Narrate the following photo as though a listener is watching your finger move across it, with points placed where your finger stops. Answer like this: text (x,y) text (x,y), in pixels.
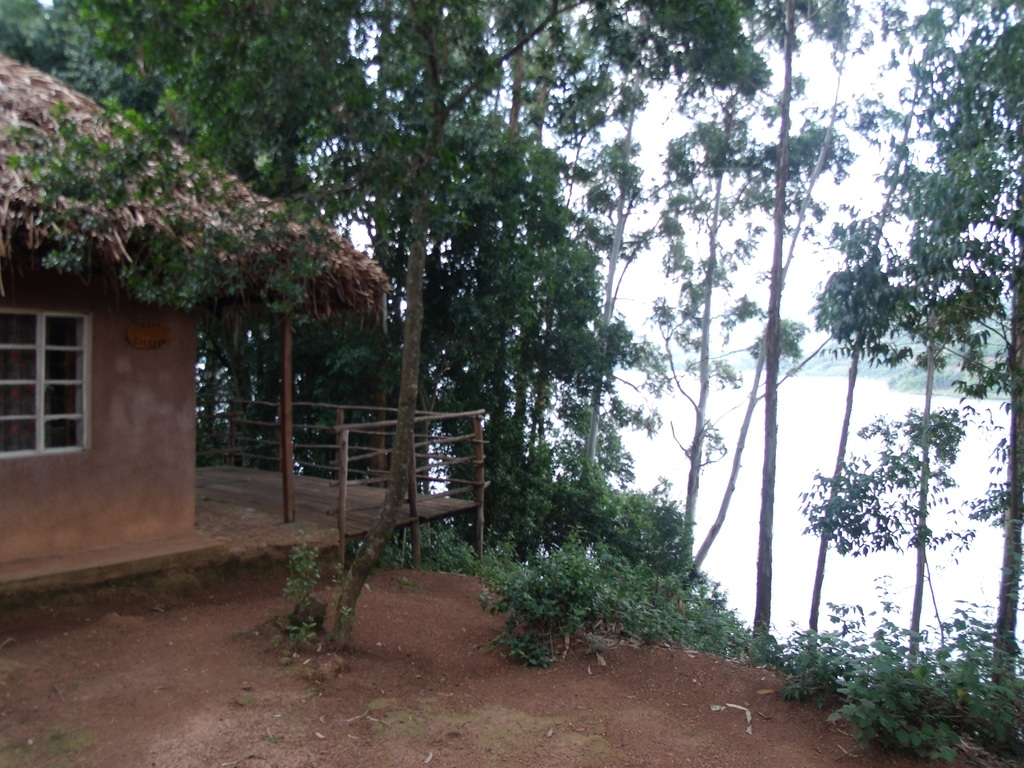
In this image I can see the ground (443,732), the house (159,354) which is brown and white in color, the wooden railing (315,443) and few trees (435,212). In the background (791,410) I can see the water (813,422) and the sky (656,125).
